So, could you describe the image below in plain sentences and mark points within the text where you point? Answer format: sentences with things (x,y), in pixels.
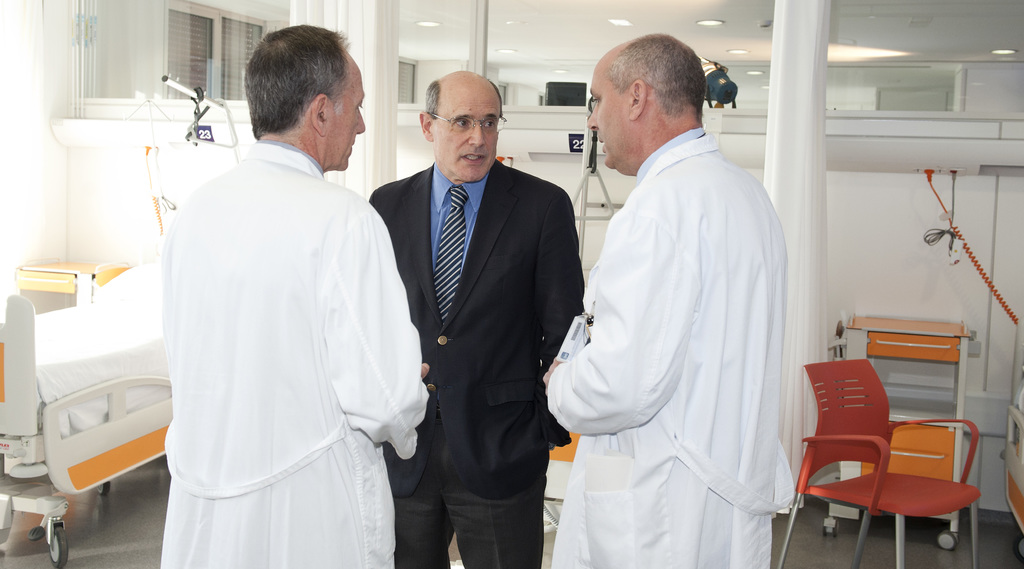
This image consist of three men (239,322) standing and talking. In the middle (503,243), the man (502,418) is wearing black suit (472,422). It looks like it is a hospital (109,171). To the right (875,404), there is a red chair (860,431). To the left (73,413), there is a bed (65,419).
